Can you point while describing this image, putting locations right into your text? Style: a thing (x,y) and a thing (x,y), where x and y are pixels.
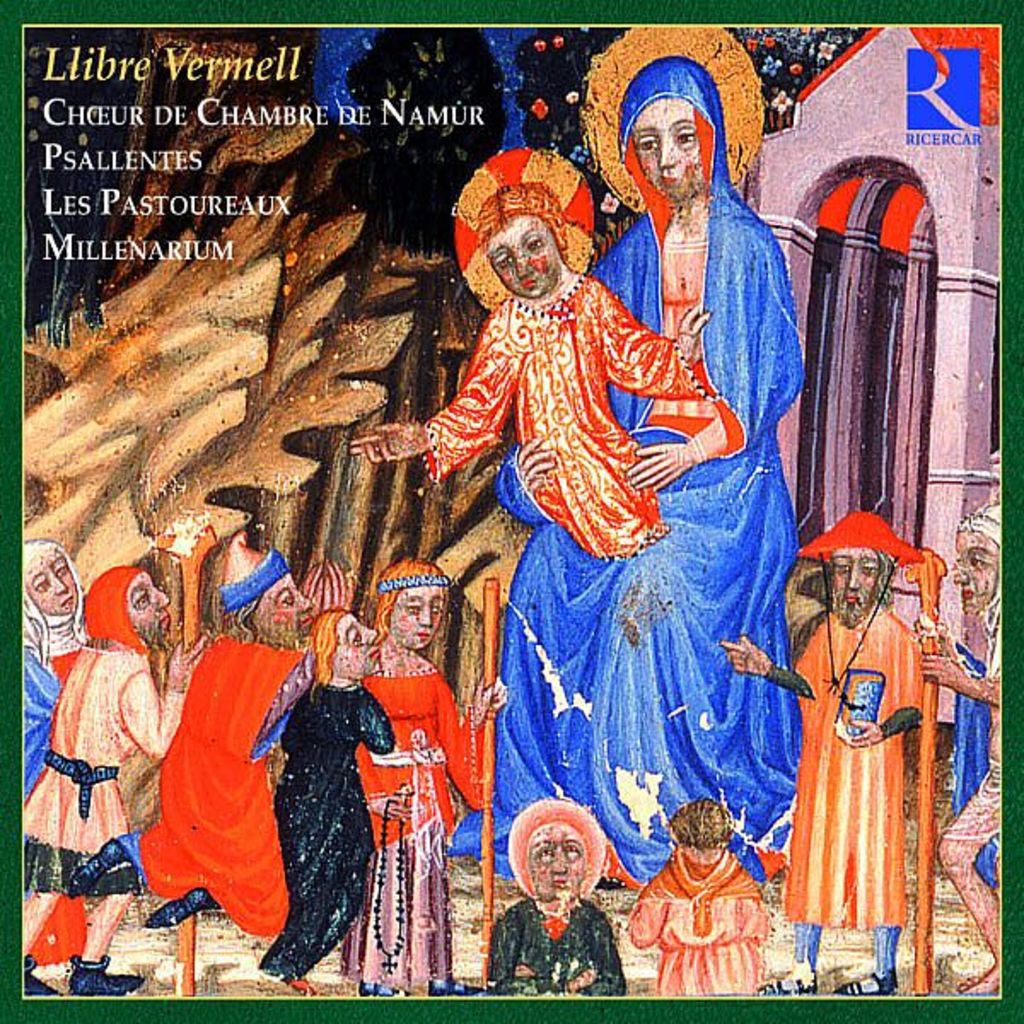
Here, we can see a picture, in that picture there are some people (428,743) standing.
